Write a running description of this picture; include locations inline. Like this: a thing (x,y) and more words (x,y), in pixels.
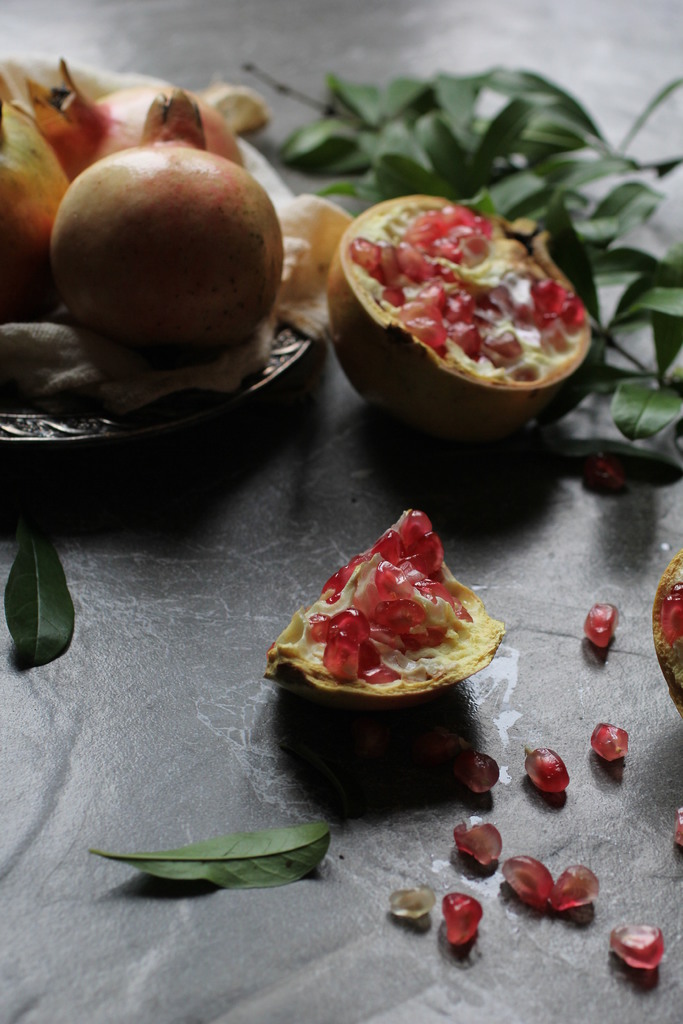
In the picture I can see fruits (214,291), leaves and some other things (43,370) on a black color surface (347,737).
